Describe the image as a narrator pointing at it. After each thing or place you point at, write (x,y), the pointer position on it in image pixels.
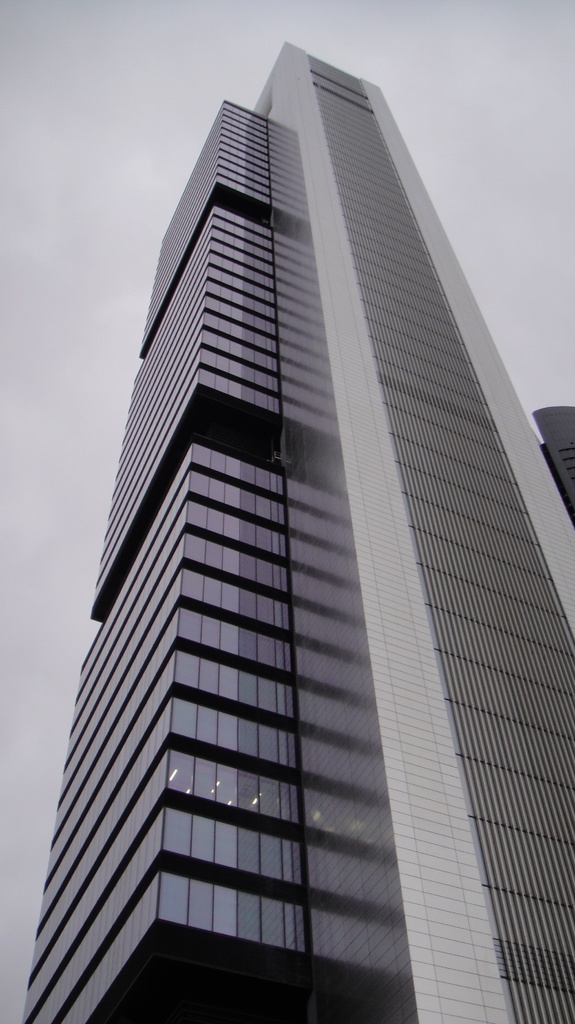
In this image in the center (220,418) there is a skyscraper (270,446), and at the top (236,41) there is sky (236,41).
